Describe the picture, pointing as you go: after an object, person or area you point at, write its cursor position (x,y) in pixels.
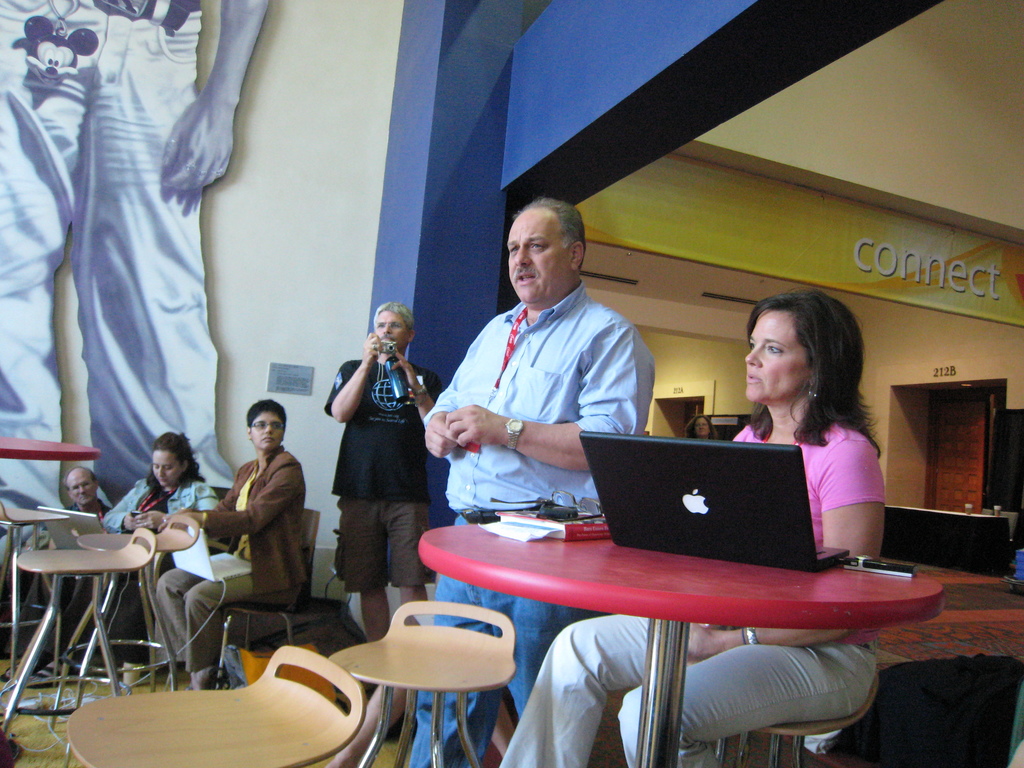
This image is clicked in a restaurant (275,296). In the front (729,670), there is a woman (729,706) sitting and wearing a pink t-shirt (824,454) is sitting in a chair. In front of her, there is a table (551,560) in red color on which a laptop (658,510) is kept. Beside her there is a man (498,482) standing and wearing blue shirt (519,454). To the left (176,291), there is a poster (181,179) on the wall (272,271). There are many chairs (113,677) in this image.
